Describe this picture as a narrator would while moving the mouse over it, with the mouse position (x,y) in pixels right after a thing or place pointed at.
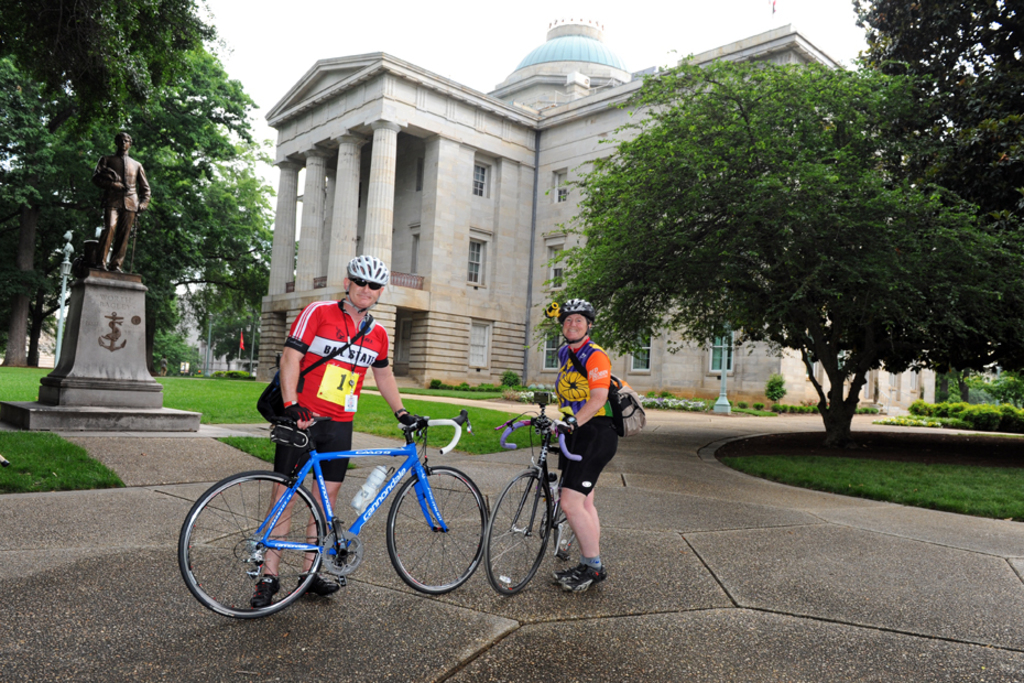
In this image, in the middle (579,355), we can see two people (381,369) wearing backpack (620,399) and standing on the road (614,675) and also holding bicycles (392,451) in their hand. On the right side (990,152), we can see some trees (978,208) and plants (1021,390). On the left side (117,230), we can see a statue (133,251), trees (136,264) and plants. In the background (526,242), we can see a building (510,236), pillars (378,241), window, plants (712,406), pole (252,344), flag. At the top (469,34), we can see a sky (472,56), at the bottom (762,511), we can see a grass (907,462) and a land (137,496).
